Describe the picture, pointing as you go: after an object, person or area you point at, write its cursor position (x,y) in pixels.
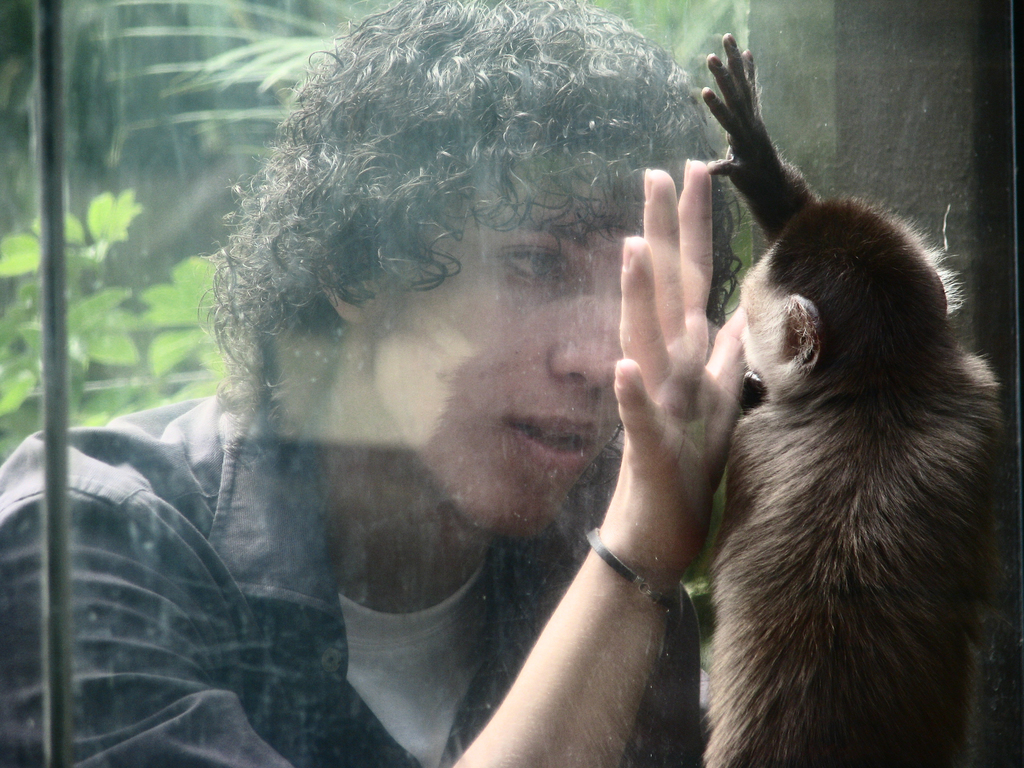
In this image I can see a monkey (799,180) and a person (605,587). In the background (106,360) I can see trees (220,215).
